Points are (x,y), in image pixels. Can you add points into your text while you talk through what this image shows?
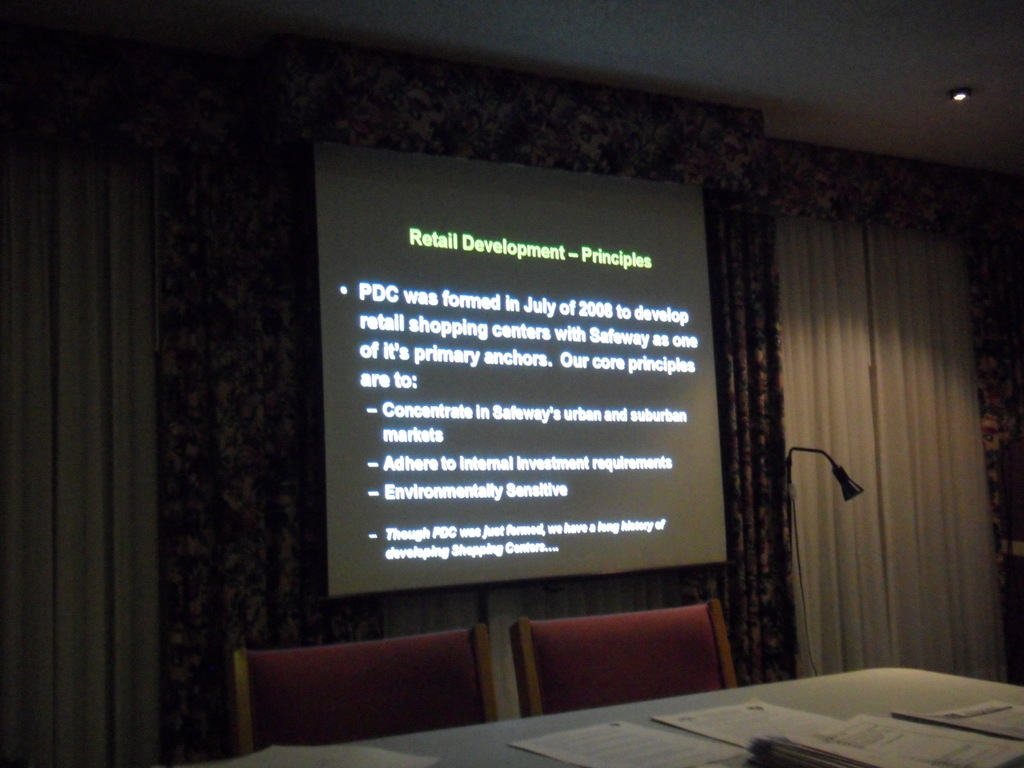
At the bottom of the image (618,737) there is a table (478,732) with papers (761,703) on it. Behind the table (608,720) there are two chairs (408,683). Behind the chair (337,662) there is a screen (474,277). Behind the screen (459,277) there are curtains (886,389).
